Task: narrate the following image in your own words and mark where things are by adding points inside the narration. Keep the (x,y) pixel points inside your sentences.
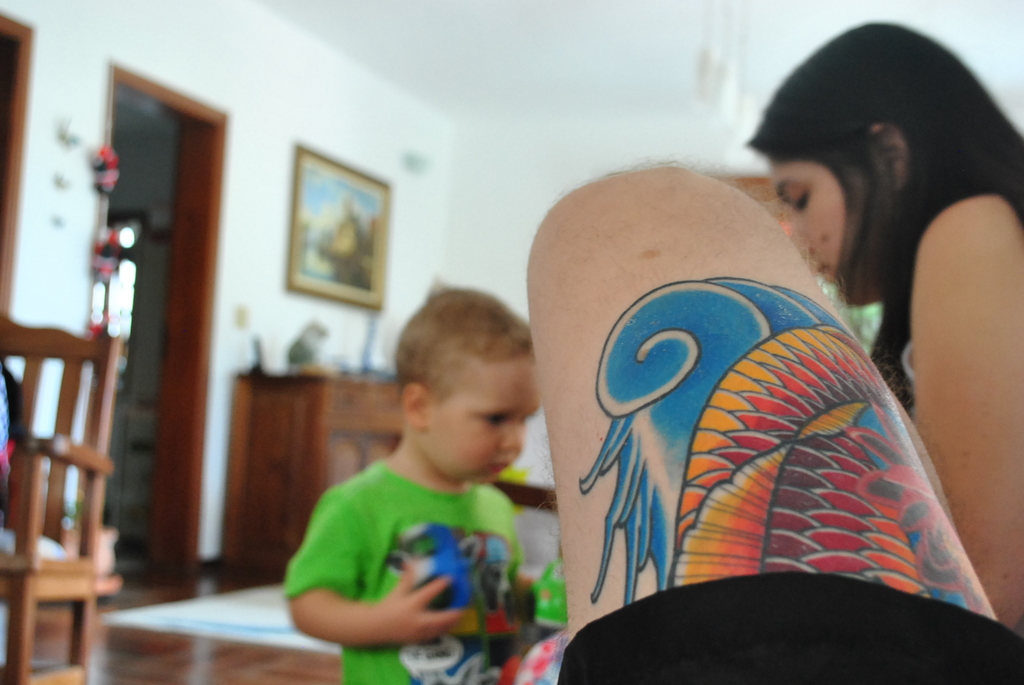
We can see frame (379,212) over a wall (444,196). This is a cupboard (307,450). This is a floor carpet (202,618) and floor (166,660). Here we can see a boy (337,614) standing near to a women (859,173). We can see a tattoo (801,528) on a person's thigh (730,451).
